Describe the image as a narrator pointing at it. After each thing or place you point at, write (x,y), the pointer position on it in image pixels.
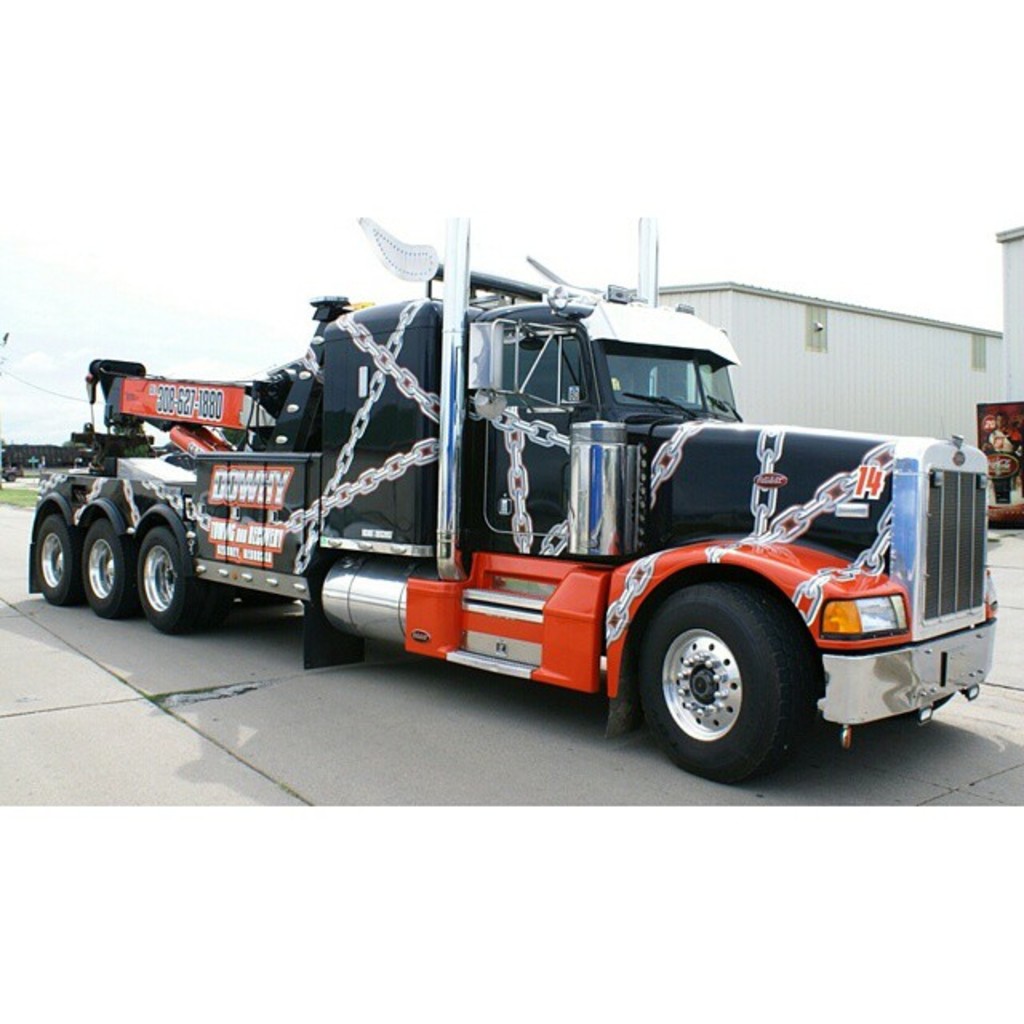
In this picture I can see a truck (830,546), few buildings (794,336) and trees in the back (750,302) and a cloudy sky (31,439).
